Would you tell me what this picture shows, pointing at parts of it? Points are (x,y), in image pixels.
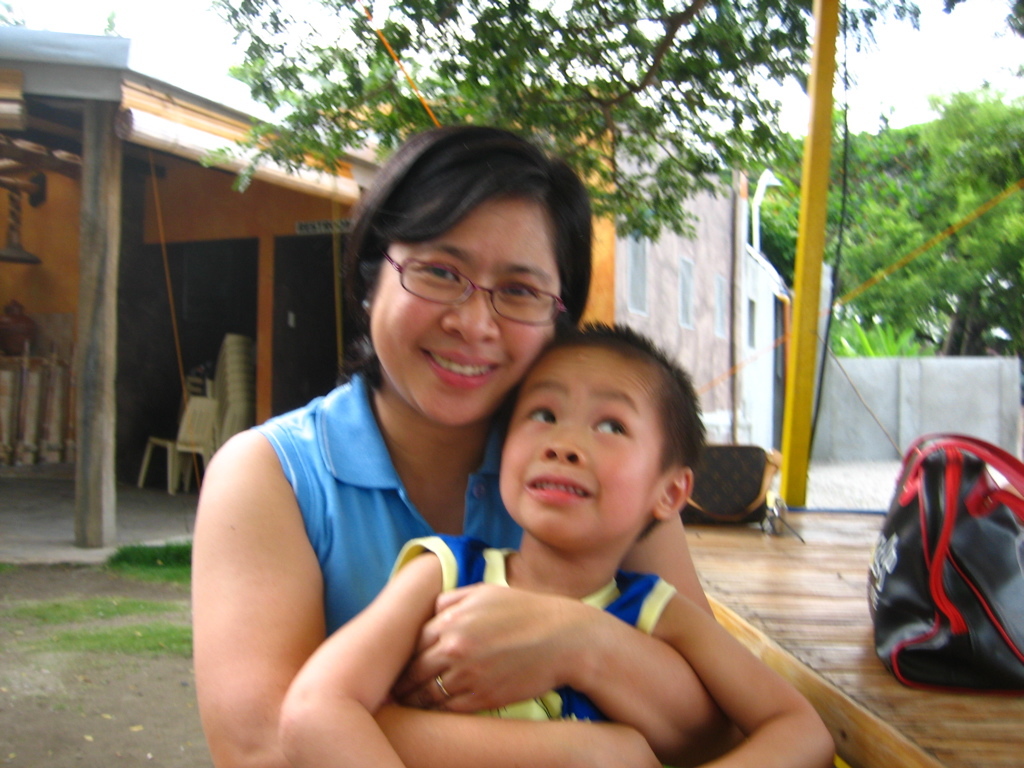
In the picture we can see a woman (492,639) holding a boy (384,672) and behind her we can see the surface (120,749) with some part of the grass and behind it, we can see the house (38,104) with pillars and in it we can see the chairs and inside the house (272,330) we can see the wall (966,375) and behind it we can see the trees (919,149) and the sky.
